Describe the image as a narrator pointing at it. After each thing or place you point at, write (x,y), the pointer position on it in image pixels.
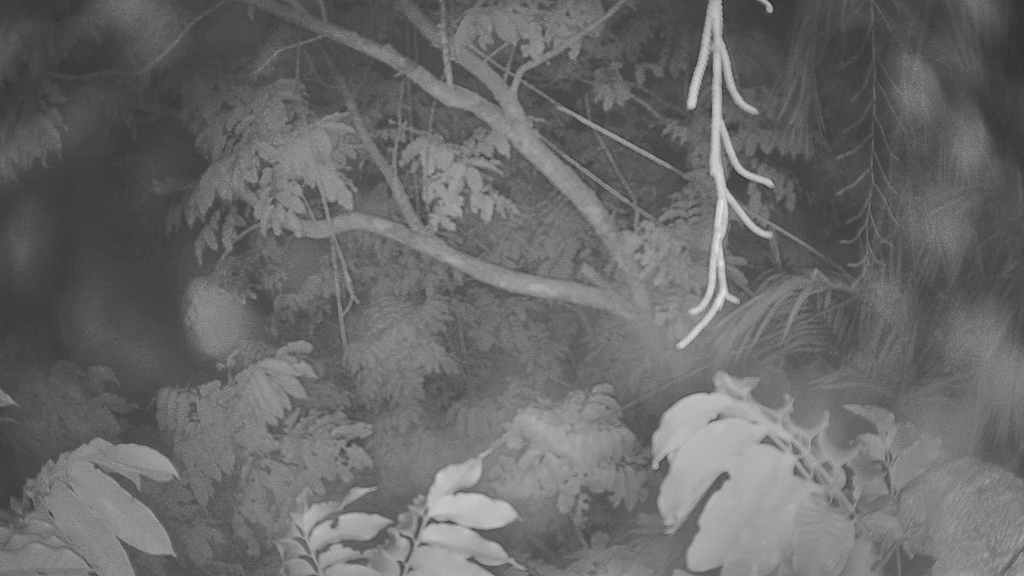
In the picture there are many trees (472,296) present.
